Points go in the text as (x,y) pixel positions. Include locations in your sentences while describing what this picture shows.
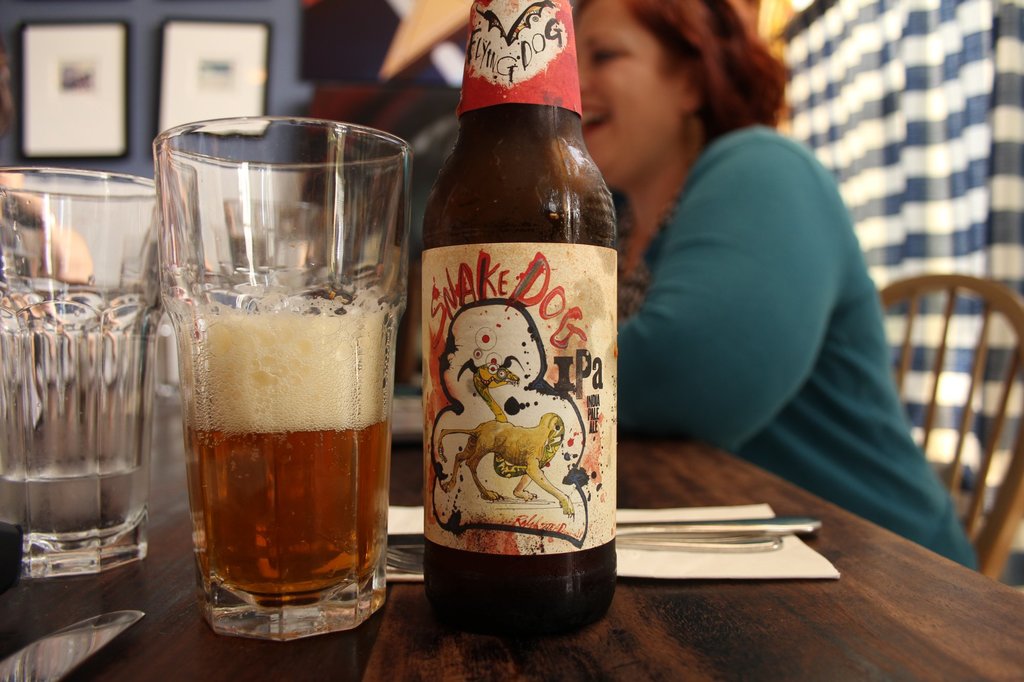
There is a brown color table (721,477), On that table (450,643) there is a beer bottle (513,181) and there is a glass (332,281) contains beer (276,392) and there is a glass of water (67,336) on the table (816,537) and a woman (772,374) sitting on the right side (1010,382) on the chair (937,384) and in the background (933,183) there is a curtain (862,132) of blue color.
